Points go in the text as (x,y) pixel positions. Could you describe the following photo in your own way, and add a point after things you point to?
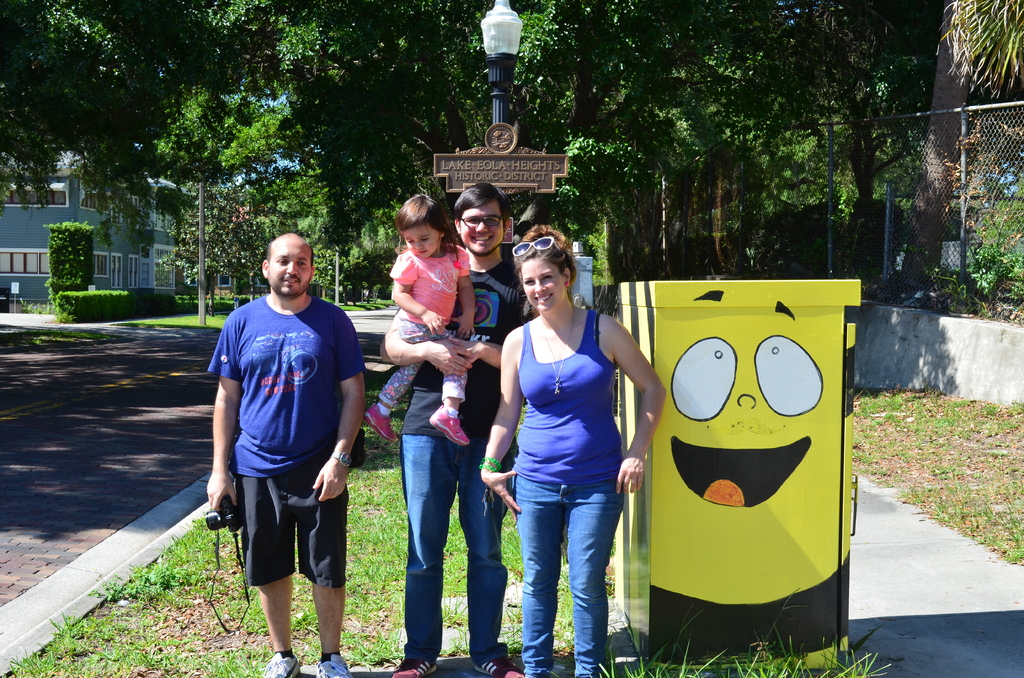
In this image in the front (276,343) there are persons (443,403) standing and smiling. On the left side (332,391) there is a man (309,454) standing and holding a camera (227,522). In the center (426,439) there is a person (434,450) standing and holding a baby (429,320) in his hand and smiling and on the right side (780,431) there is a stand (770,511) which is yellow in colour and in the front (655,657) there are leaves (712,670). In the background (401,418) there is grass (389,470) on the ground (400,446) and there are trees (850,194). On the right side (947,189) there is a fence (965,191) and on the left side (102,250) there is grass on the ground (192,315) and there are buildings (159,284) and plants (82,287) and there are poles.
